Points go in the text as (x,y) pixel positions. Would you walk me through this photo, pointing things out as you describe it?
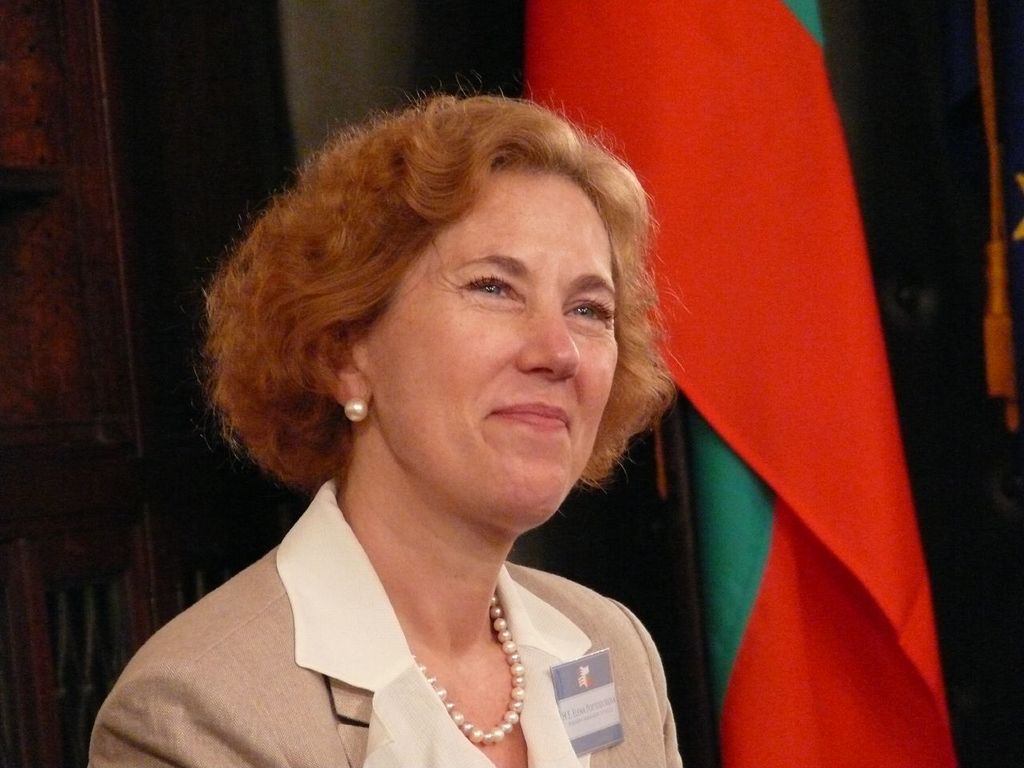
This is a zoomed in picture. In the foreground (361,326) there is a person (599,391) wearing blazer (200,649) and smiling. In the background (402,11) there is a wall (361,8) and we can see a flag (763,158) and some other objects (987,108).
